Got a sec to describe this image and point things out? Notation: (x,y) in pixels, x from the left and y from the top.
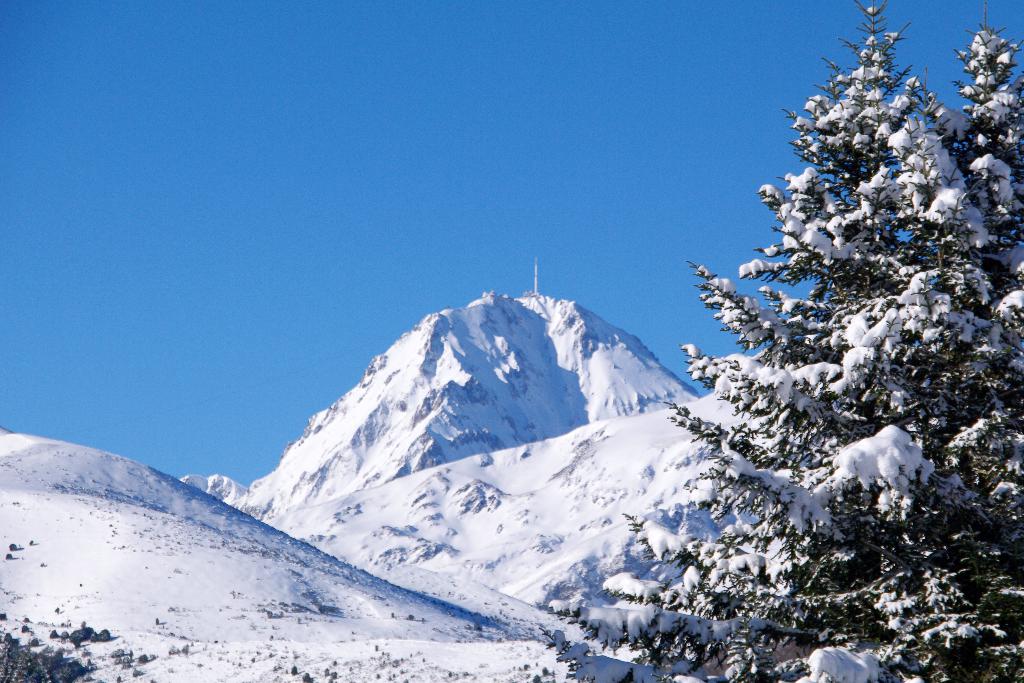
In this image I can see mountains (459,323), trees (888,574) and snow (629,604). The sky (440,182) is in blue color.
